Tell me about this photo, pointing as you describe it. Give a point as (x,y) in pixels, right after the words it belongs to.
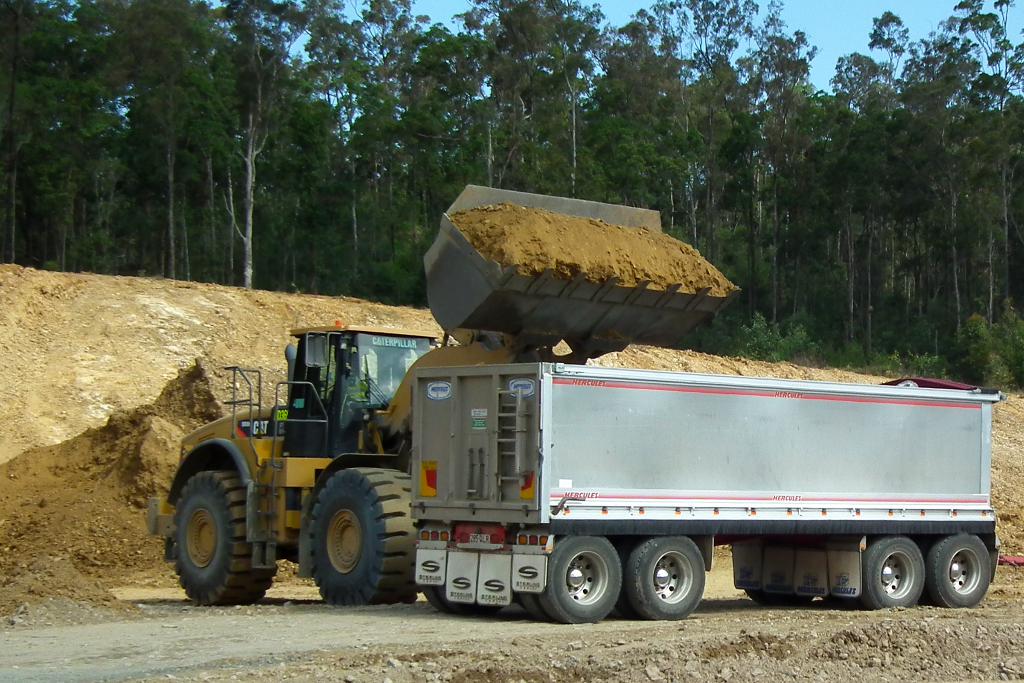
This picture is clicked outside. In the center (505,408) we can see a loader (346,485) and a vehicle (502,443). In the background (119,324) we can see the sand (24,489), sky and trees (432,111).
